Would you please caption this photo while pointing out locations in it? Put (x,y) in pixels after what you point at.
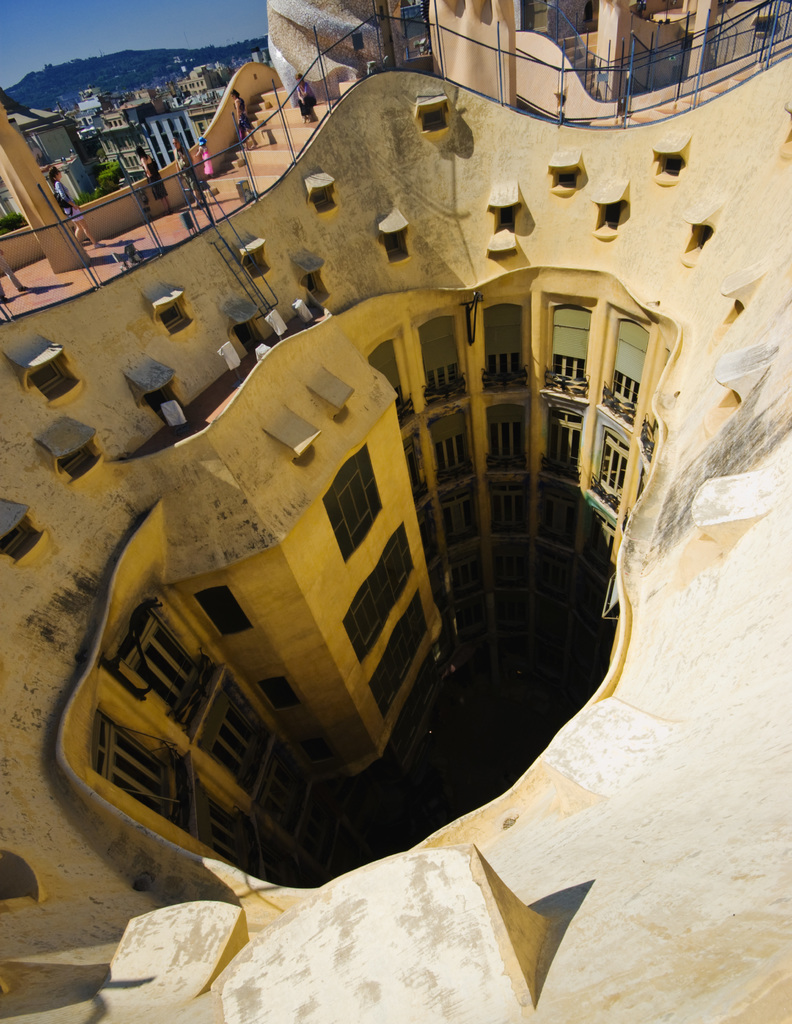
In this image, we can see top view of a building (249,936). There are persons (303,84) in the top left of the image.
